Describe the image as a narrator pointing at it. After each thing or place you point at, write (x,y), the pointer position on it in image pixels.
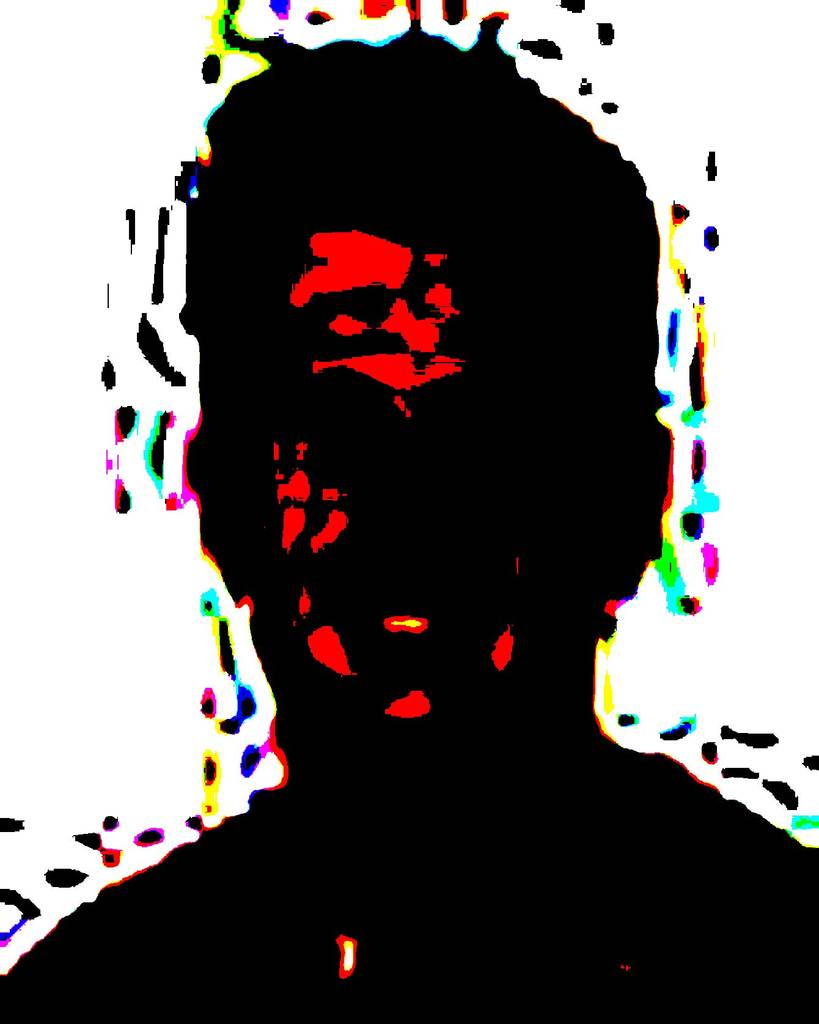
Here in this picture we can see an illustration image of a person (769,844) with different colors used on it over there.
